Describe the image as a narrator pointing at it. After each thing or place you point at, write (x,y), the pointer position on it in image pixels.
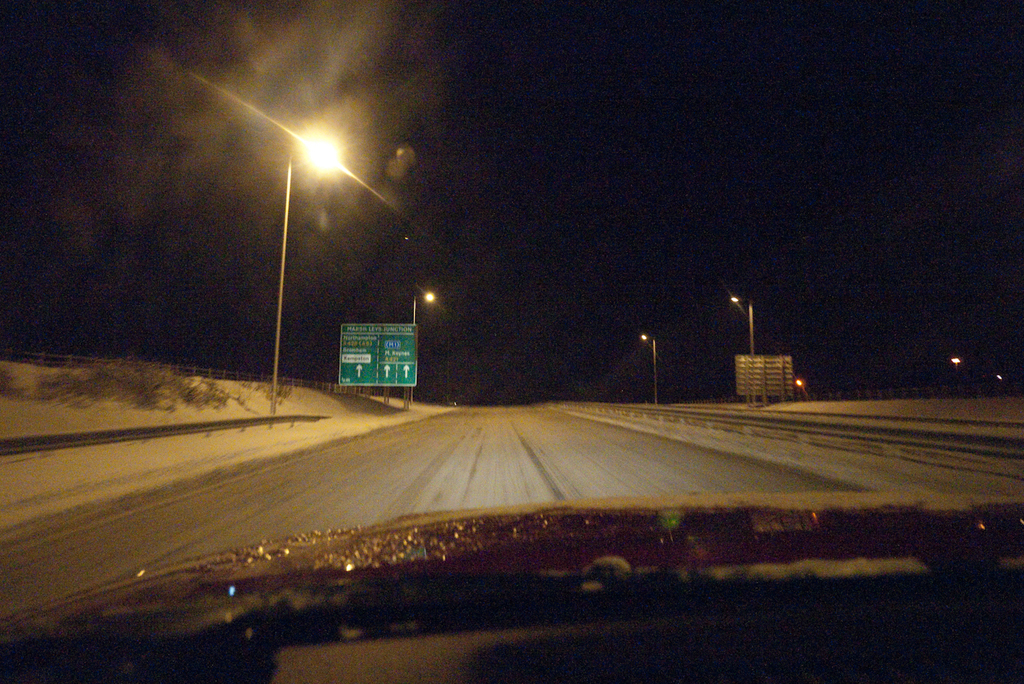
In the image there is a car (232,602) going on the road (538,499) with street lights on either side of it, this is clicked at night time.
